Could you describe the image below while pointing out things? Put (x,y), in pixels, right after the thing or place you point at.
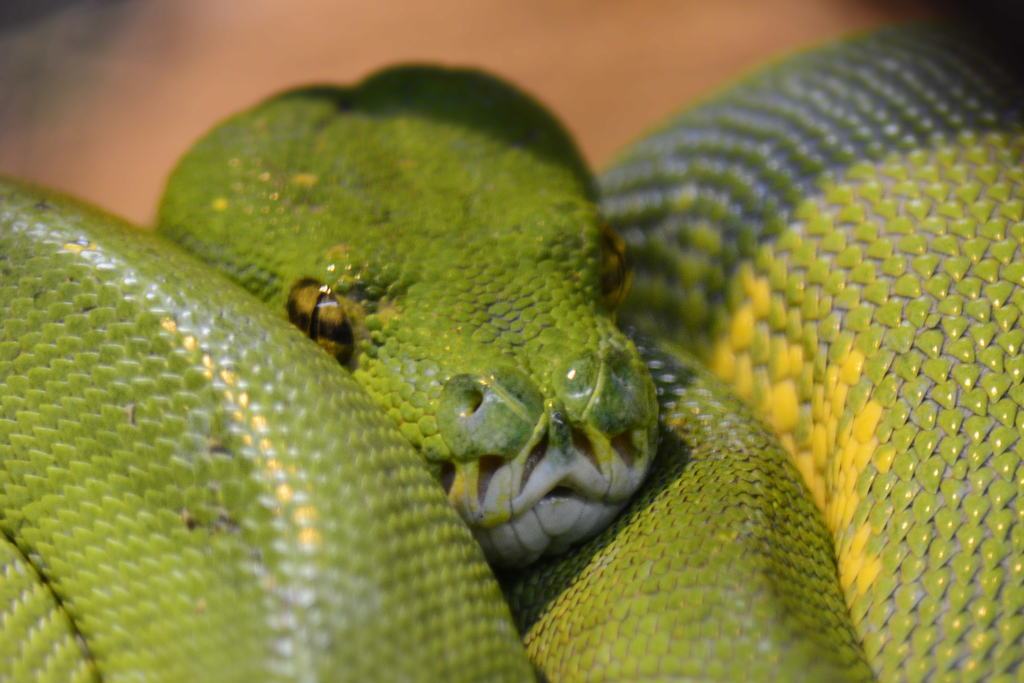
In this image there is a snake (491,242).
